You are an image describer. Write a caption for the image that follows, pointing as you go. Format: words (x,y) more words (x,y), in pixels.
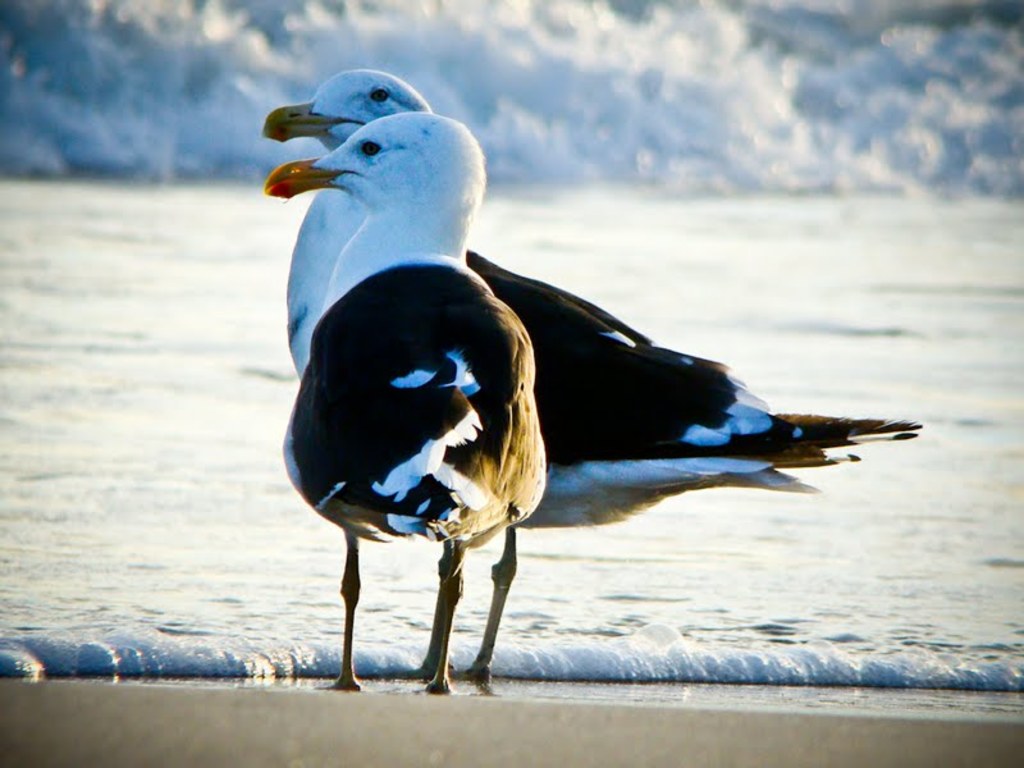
There are Great black-backed gull (466,397) standing and there is water (250,322) in front of it.
